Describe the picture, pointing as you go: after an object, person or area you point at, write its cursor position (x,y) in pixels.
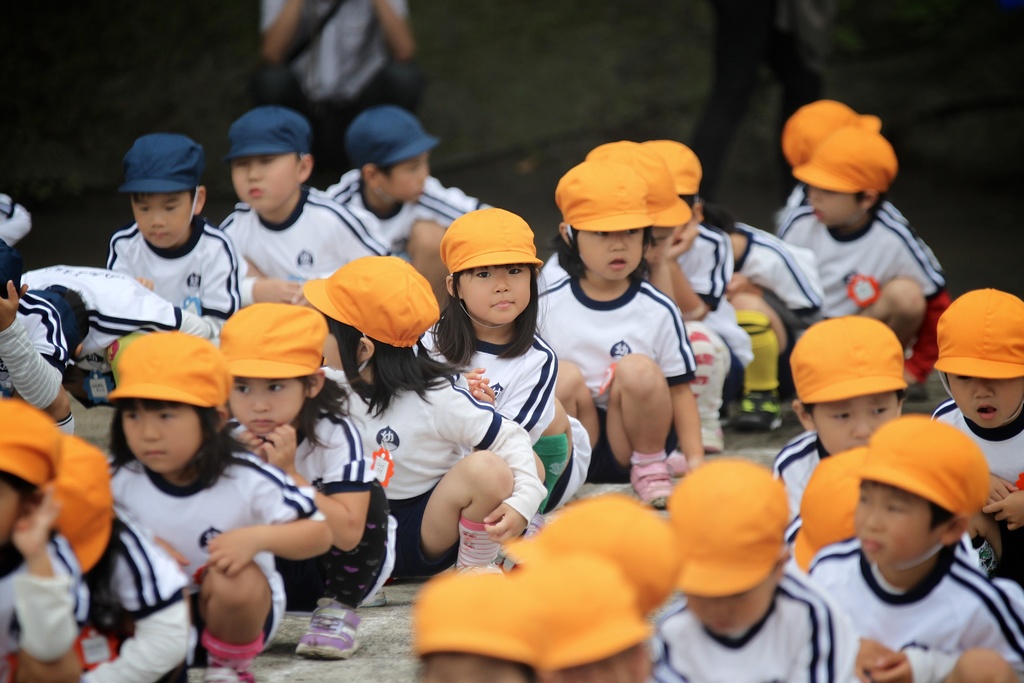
In this image we can see group of children (847,231) wearing caps (847,179) sitting on the ground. In the background (777,53), we can see some people (369,49).
